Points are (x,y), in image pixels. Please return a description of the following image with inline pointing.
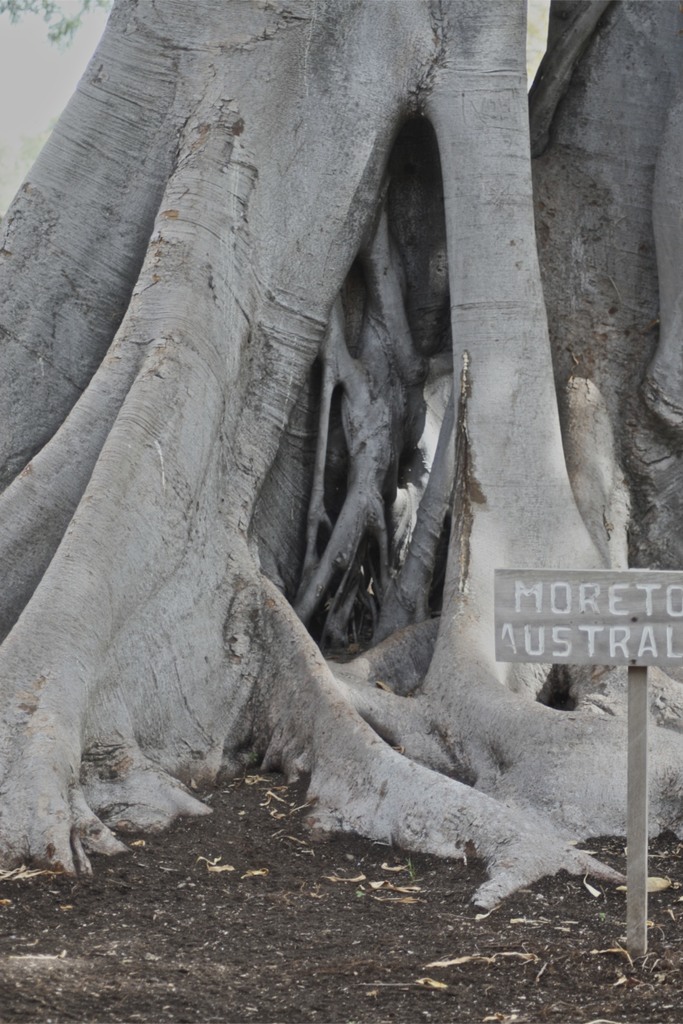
In this picture we can see a tree (296,233), on the right side (636,646) there is a board (651,637), we can see some text (647,608) on the board (624,601), at the bottom (456,900) there are some leaves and soil (332,963).
